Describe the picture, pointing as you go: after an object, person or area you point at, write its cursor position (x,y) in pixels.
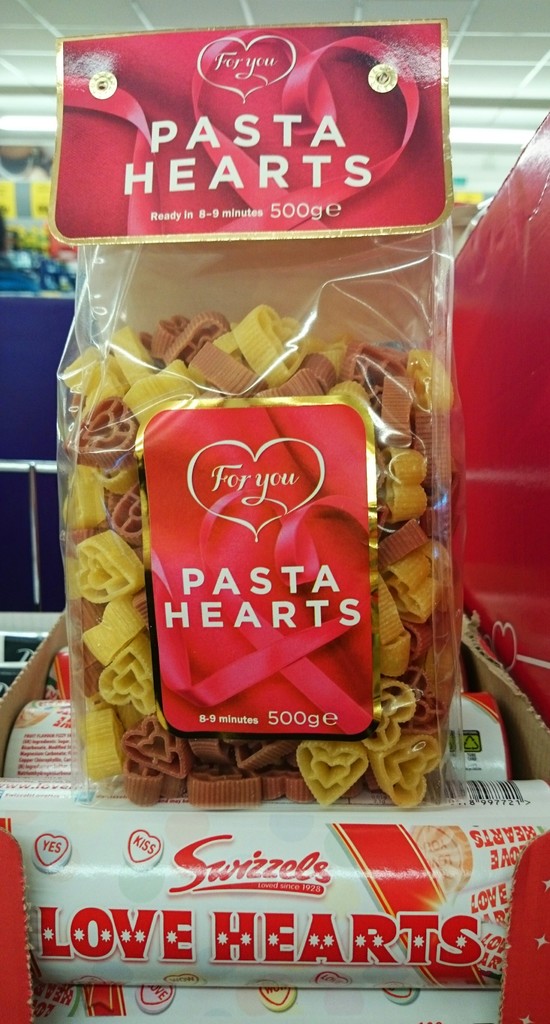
In this image in the front (244,661) there is a box (221,941) with some text (255,929) written on it and there is a packet (242,537) with some objects (108,533) inside it and there is some text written on the packet (265,375). In the background (35,392) there is an object (26,393) which is blue in colour and on the top (28,205) there are papers (7,193) hanging. On the right side (537,374) there is a board (507,443) which is red in colour.
